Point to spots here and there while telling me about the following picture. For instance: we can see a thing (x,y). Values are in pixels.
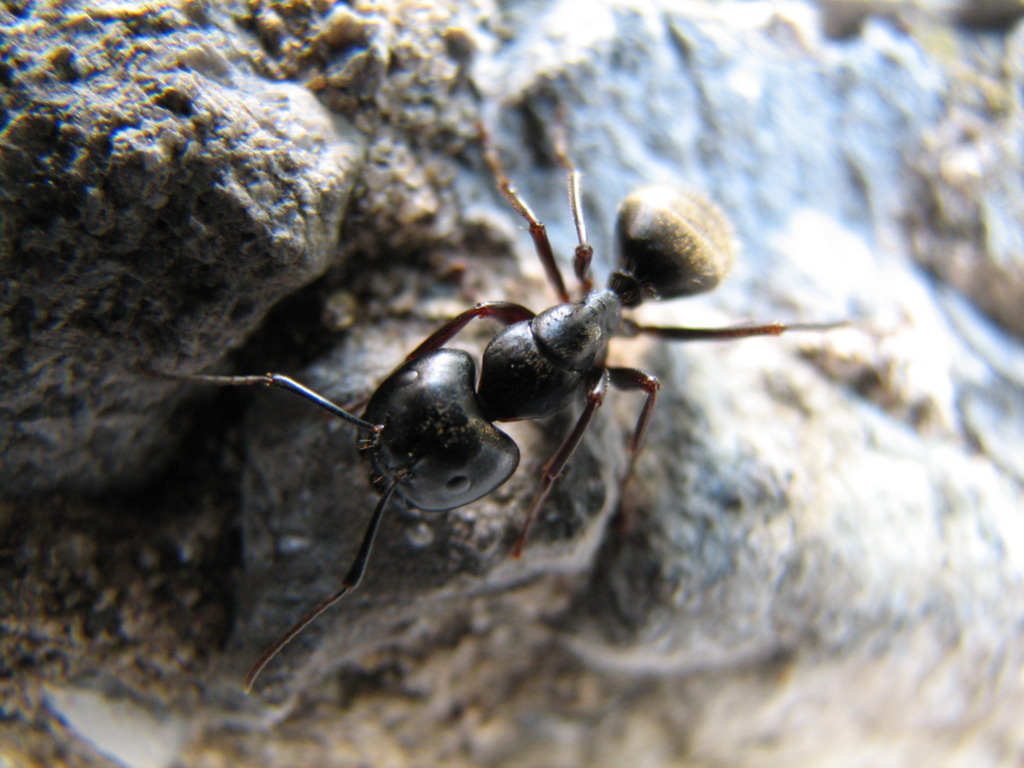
This is a zoomed in picture. In the center (625,504) there is an insect (358,575) on the rock (612,96).
